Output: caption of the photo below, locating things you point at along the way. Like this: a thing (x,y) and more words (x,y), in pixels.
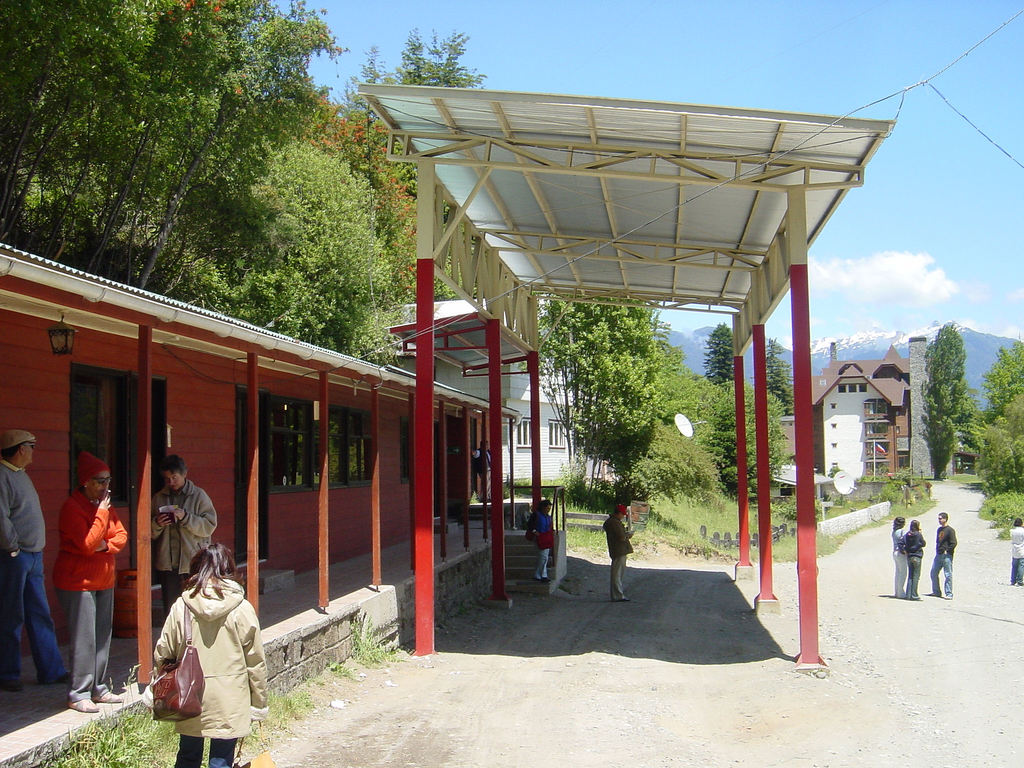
In this picture there is a red and white color shade house (510,260) in the front side (426,585). Beside there is a small house (259,476) and some men (187,527) and women (204,612), standing and waiting. On the right side (910,570) there is a road (890,560), two women (897,555) and men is standing and talking. In the background (914,400) there is a building (914,400) and some trees (930,393).
